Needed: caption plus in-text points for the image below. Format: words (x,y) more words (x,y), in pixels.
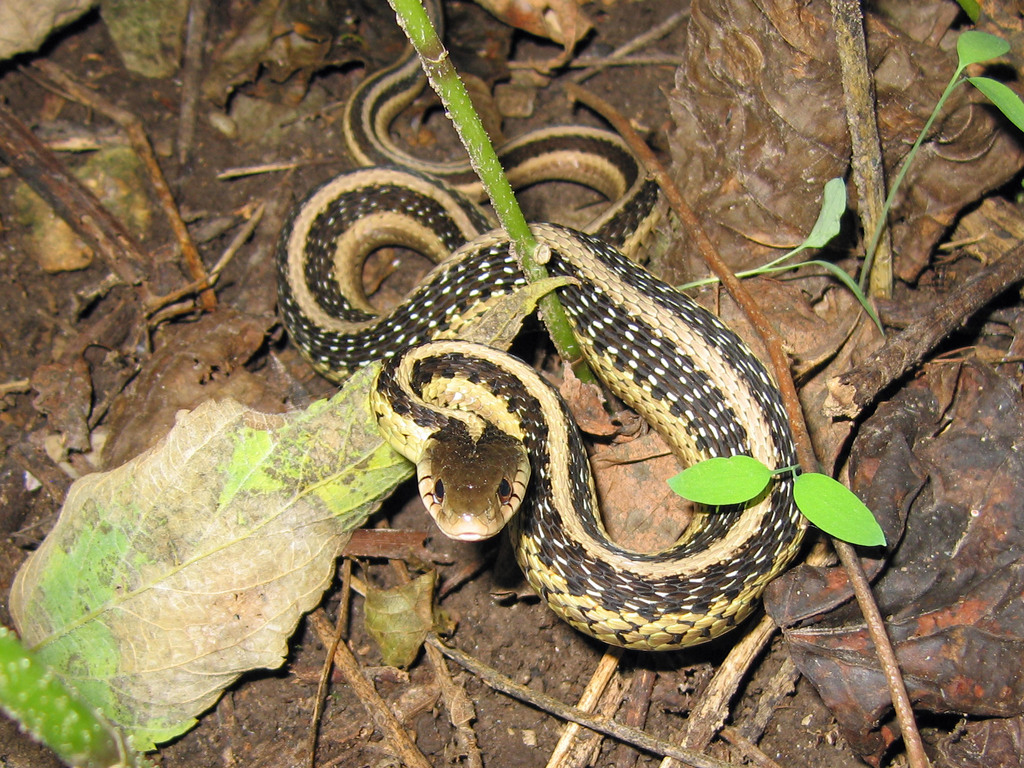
In this picture I can see a snake (492,481), there are leaves (679,181) and stems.
